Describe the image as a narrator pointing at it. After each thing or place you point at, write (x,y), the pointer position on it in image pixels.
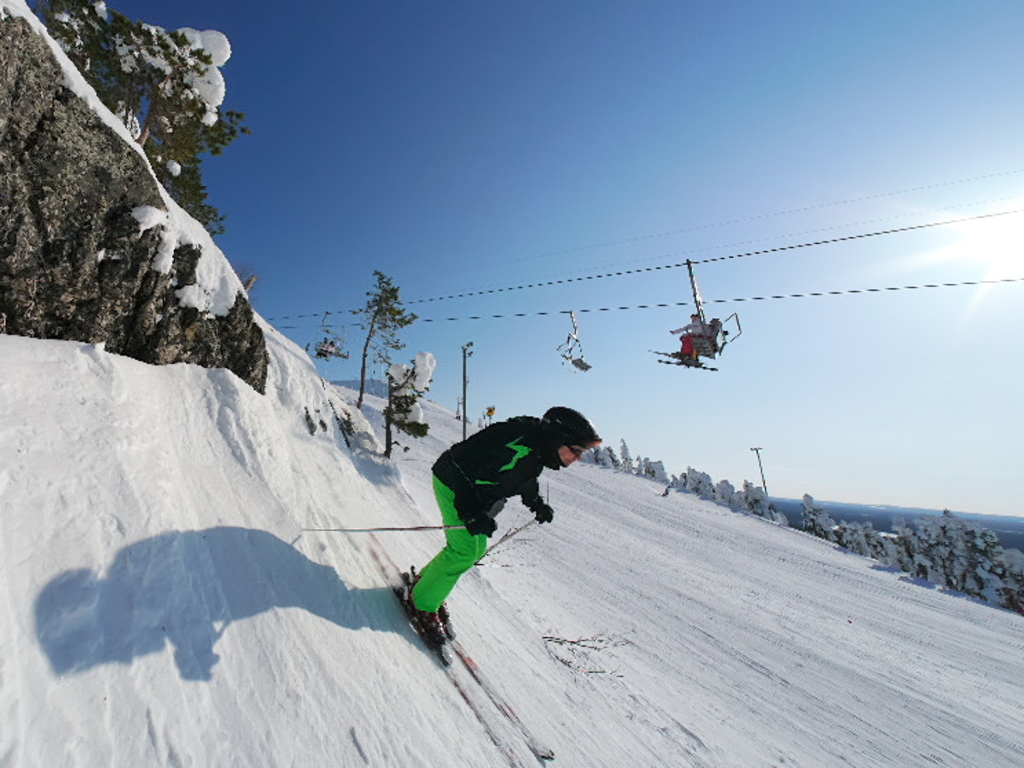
In this image there is a person (452,501) who is skiing, at the bottom (421,694) there is snow (752,688) and in the center (569,360) there is a chairlift (334,346) and some wires (720,302). On the left side (158,199) there are mountains (183,305) and on the right side (924,556) there are some trees (883,547) and mountains (918,514), on the top of the image (438,209) there is sky (584,229).
